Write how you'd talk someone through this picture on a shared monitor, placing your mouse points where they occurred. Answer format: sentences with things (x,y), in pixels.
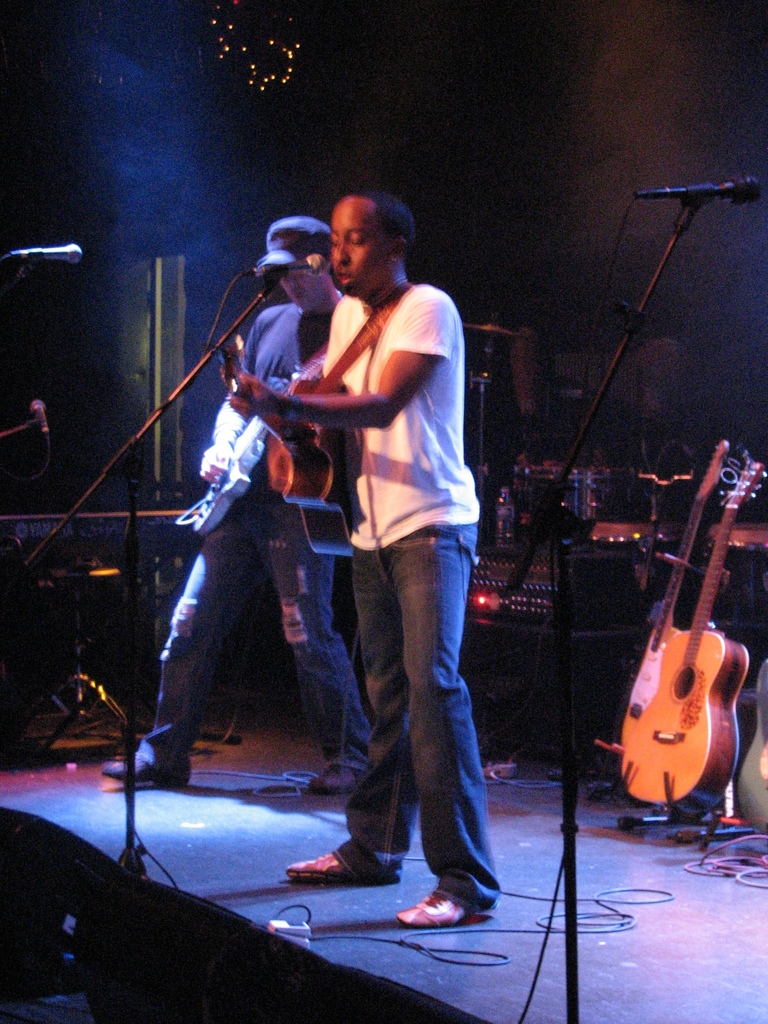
There are two guys (262,554) standing on the floor (312,809) playing guitars (277,461) in their hands (221,463) in front of a microphone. In the background (670,570), there are some guitars (657,708) and equipment (531,510) here.
